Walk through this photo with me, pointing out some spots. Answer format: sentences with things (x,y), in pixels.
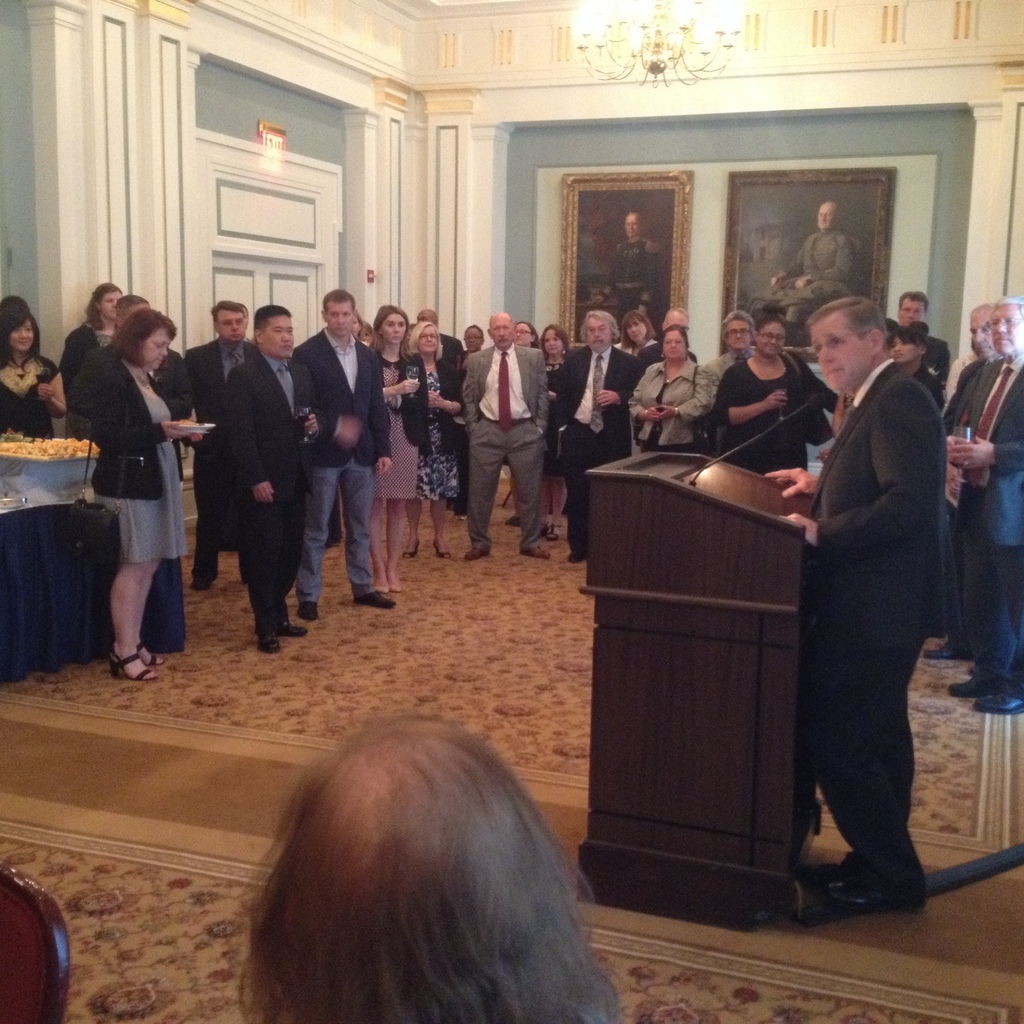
In this image we can see a few people (539,353) standing in a room (551,694), a man (849,576) is standing near the podium (727,568) with a mic (799,410), in the background (242,205) there are photo frames (756,233) to the wall (999,190), there is a door (225,265), a table (106,607) with few objects (51,451) on the left side (65,456) and a woman (148,458) holding an object (190,430).
